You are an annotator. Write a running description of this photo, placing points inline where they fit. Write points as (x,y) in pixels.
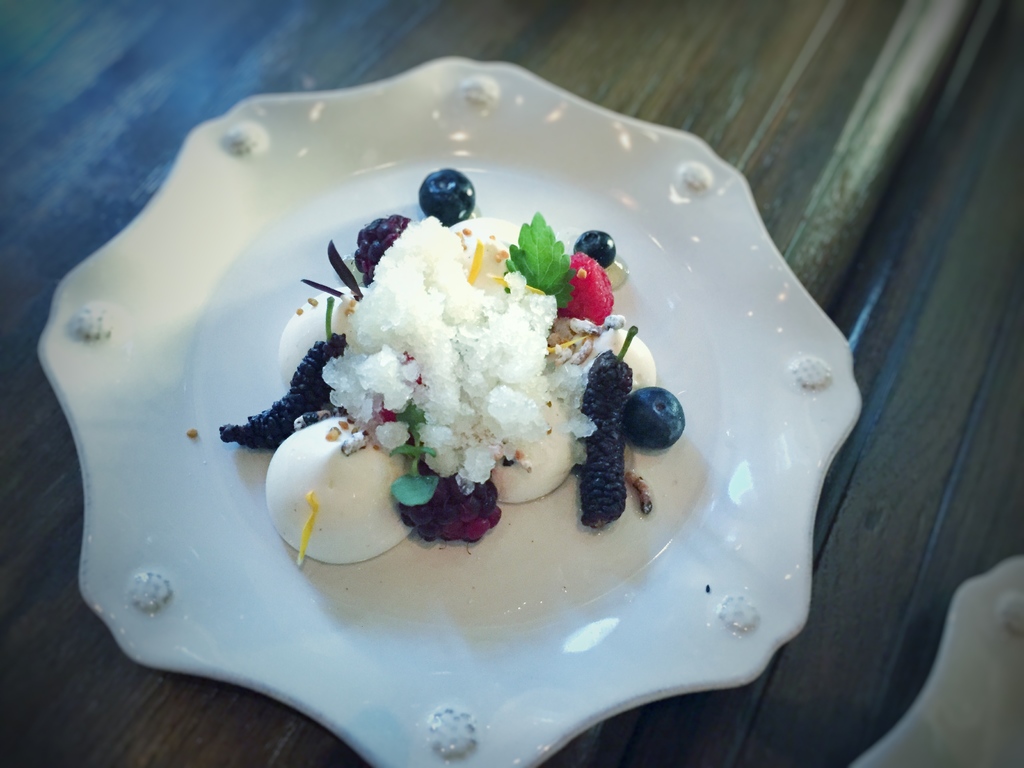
In the center of the image (480,271) there are food items (380,396) in a plate (680,527) on the table (770,89).
